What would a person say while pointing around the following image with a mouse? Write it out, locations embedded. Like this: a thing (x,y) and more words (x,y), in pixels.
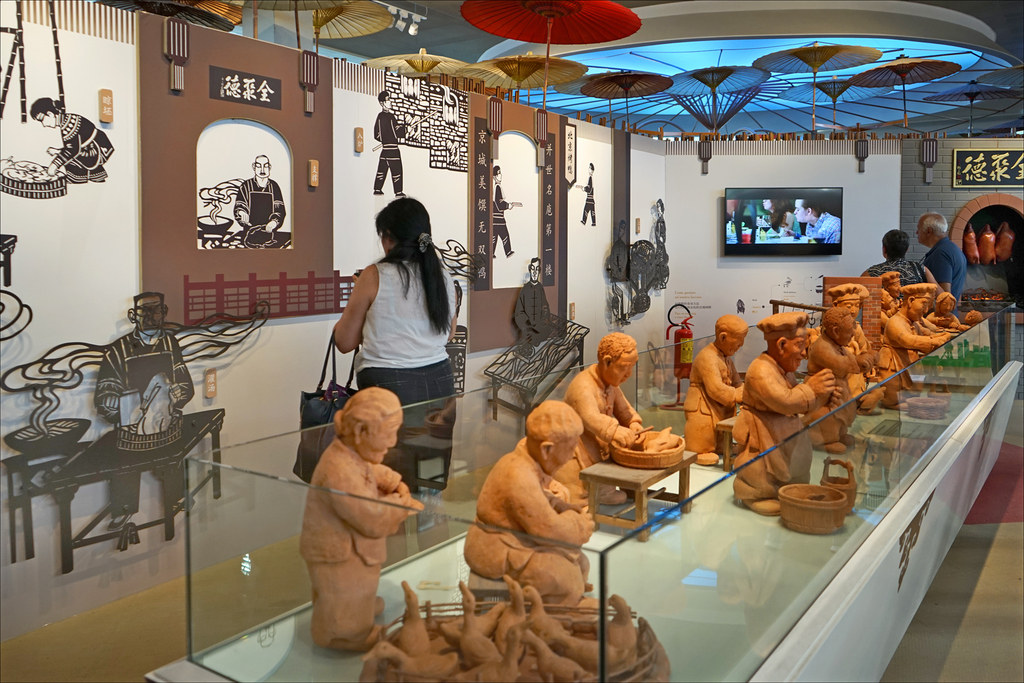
In this image there are sculptures (757,412) on the table (678,592). There is a glass box (247,537) around them. Behind the table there are a few people (405,326) standing. In front of them there is a wall (297,192). There are sculptures (221,228) on the wall (588,228). In the background (774,226) there is a television (766,224) on the wall (880,243). At the top (582,31) there are decorative things (571,21) hanging to the ceiling (451,29).
